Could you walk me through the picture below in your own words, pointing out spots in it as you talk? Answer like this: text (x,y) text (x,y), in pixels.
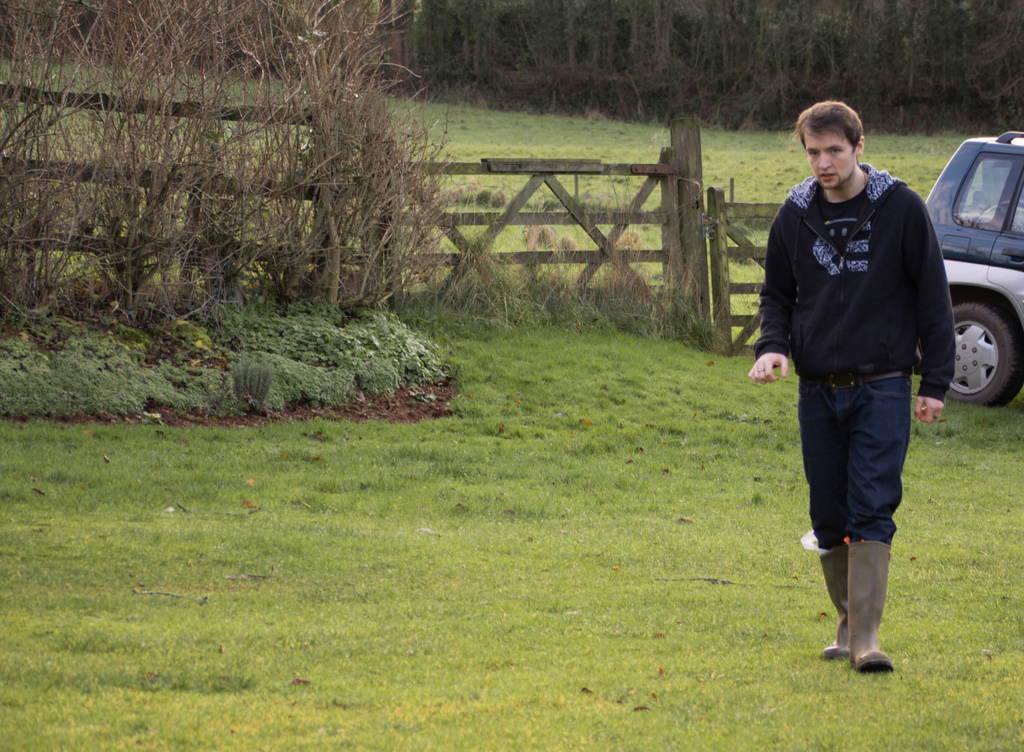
In this image, we can see a person (914,326) and a vehicle (964,364). We can see the ground (601,610) covered with grass (537,604). There are a few plants (348,380) and trees (411,206). Among them, we can see some dried trees (105,247).
